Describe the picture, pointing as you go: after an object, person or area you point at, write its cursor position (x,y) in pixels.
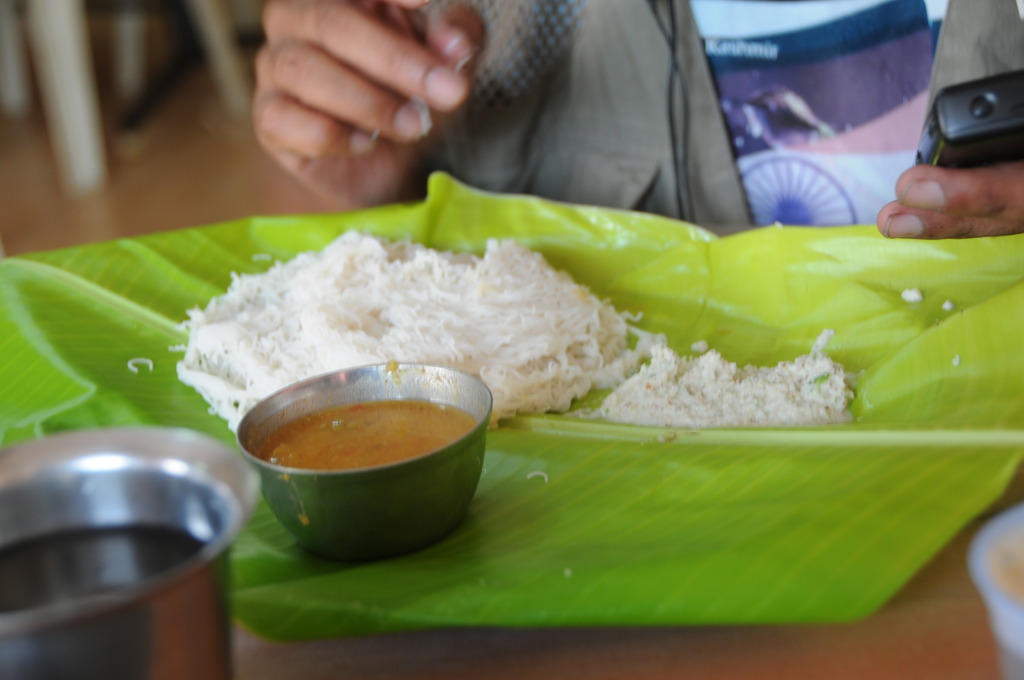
In the image we can see a person (630,111) sitting, wearing clothes (743,112) and holding gadget (973,124) in hand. Here we can see banana leaf (708,543), on it we can see the food item (495,391) and the bowl (433,482), and the background (97,102) is slightly blurred.
